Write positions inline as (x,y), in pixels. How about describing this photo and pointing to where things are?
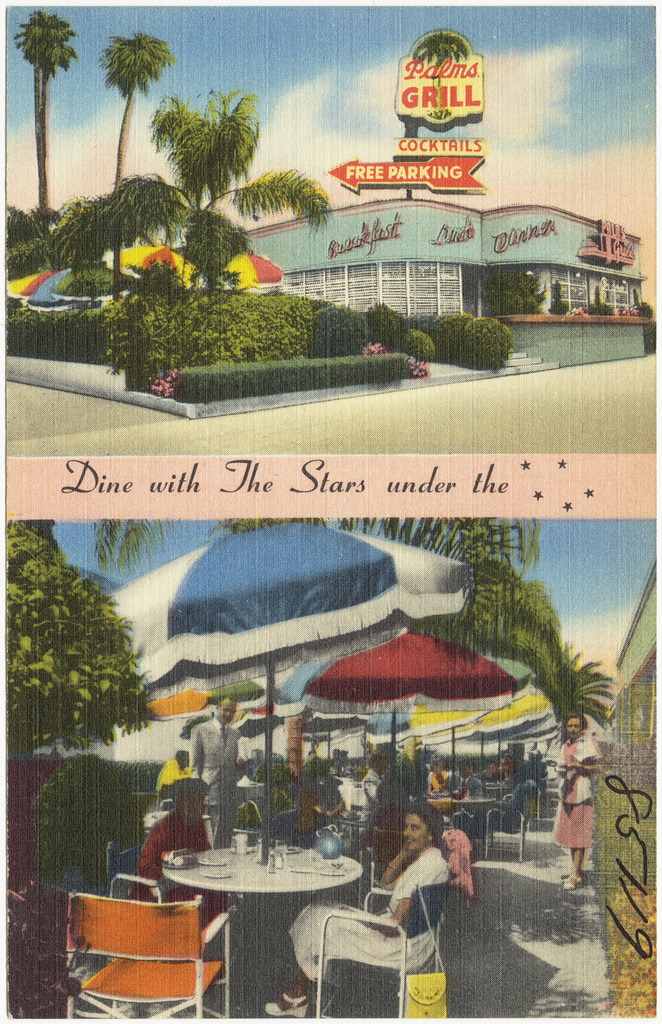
In this picture we can see the collage photo of the outdoor restaurant (260,864) and some people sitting on the table (268,864). On the top (468,237) there is a restaurant building (404,282) and some trees (156,278).
